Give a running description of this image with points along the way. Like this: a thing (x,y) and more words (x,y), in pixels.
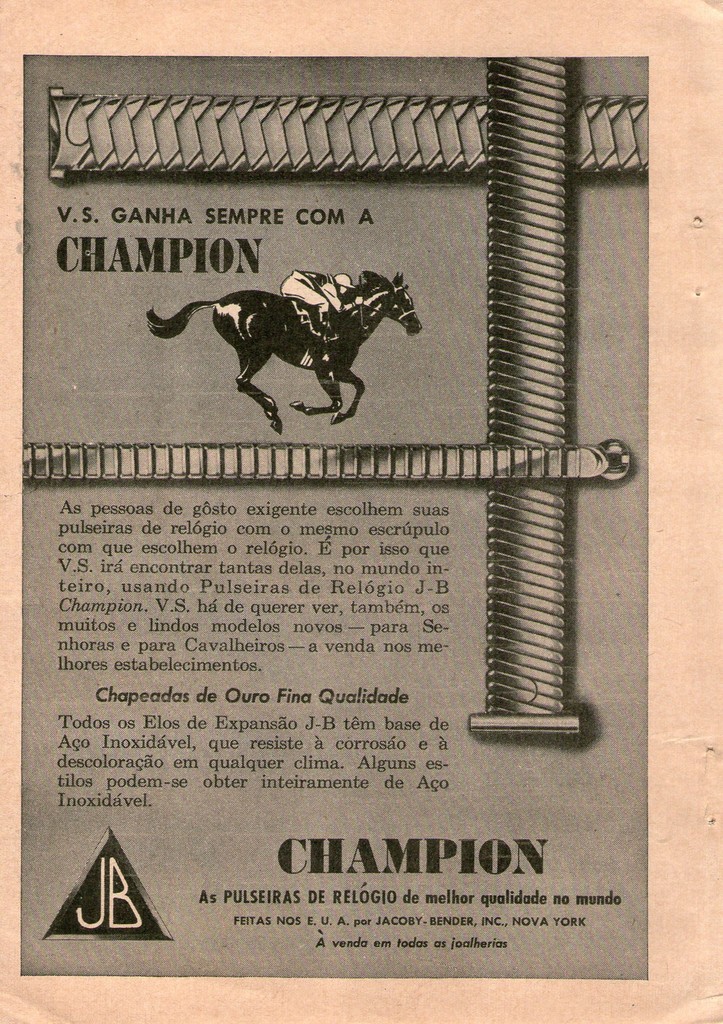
In this picture we can see a page (367,438), on this page (338,485) we can see a person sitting on a horse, some text (66,568).
